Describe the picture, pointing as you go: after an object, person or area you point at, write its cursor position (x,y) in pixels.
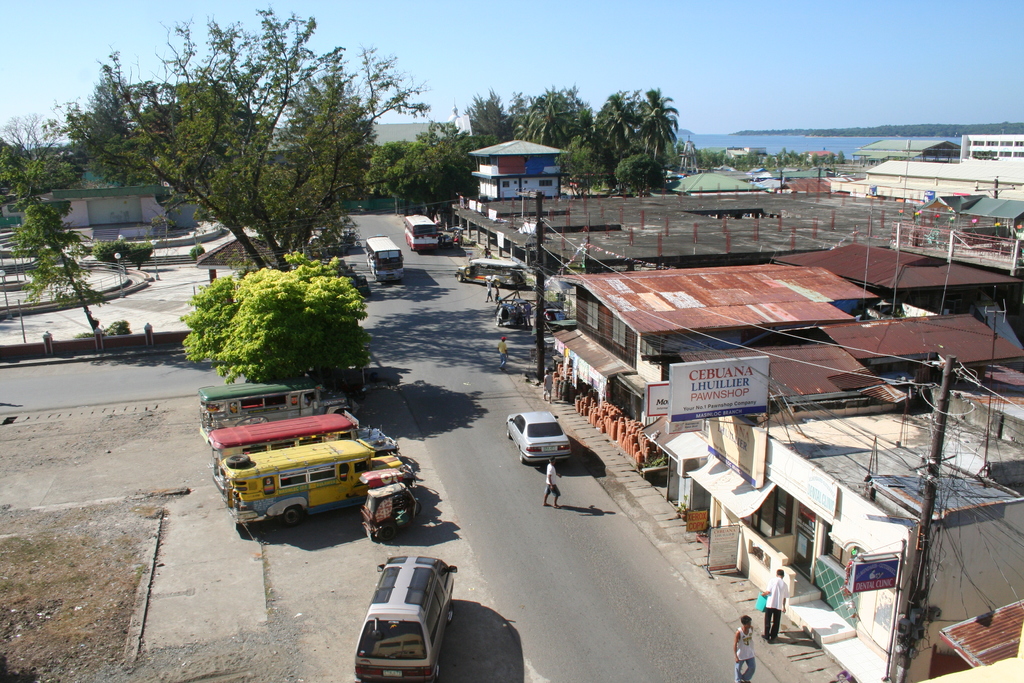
On the left side (276,361), there are vehicles (246,398) and trees (307,316) on a ground (171,560). On the right side (686,676), there are vehicles (396,259) and persons (743,662) on a road (391,222), there is a person (779,572) on a footpath (738,587), there are electric poles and buildings (909,412). In the background (728,141), there are buildings (957,219), trees (162,153), water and there is a blue sky (353,38).
